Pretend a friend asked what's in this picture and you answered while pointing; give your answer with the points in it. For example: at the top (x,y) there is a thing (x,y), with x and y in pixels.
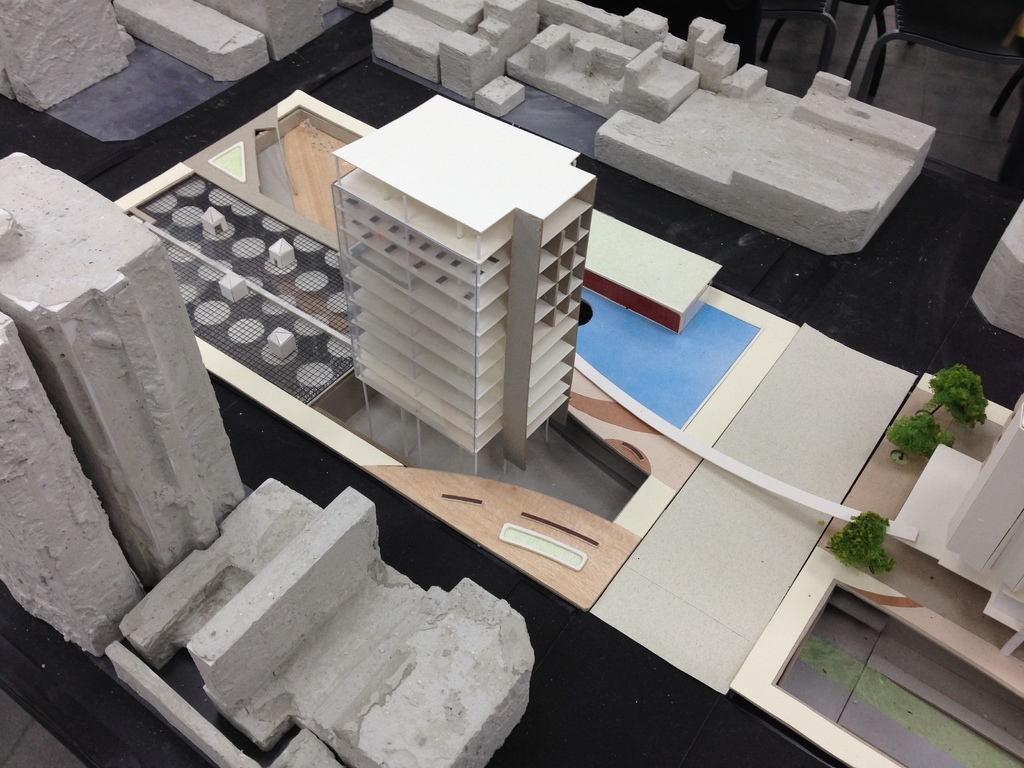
In this picture we can see the small architecture model (443,271) of the building (432,371) and some stones (355,561).
